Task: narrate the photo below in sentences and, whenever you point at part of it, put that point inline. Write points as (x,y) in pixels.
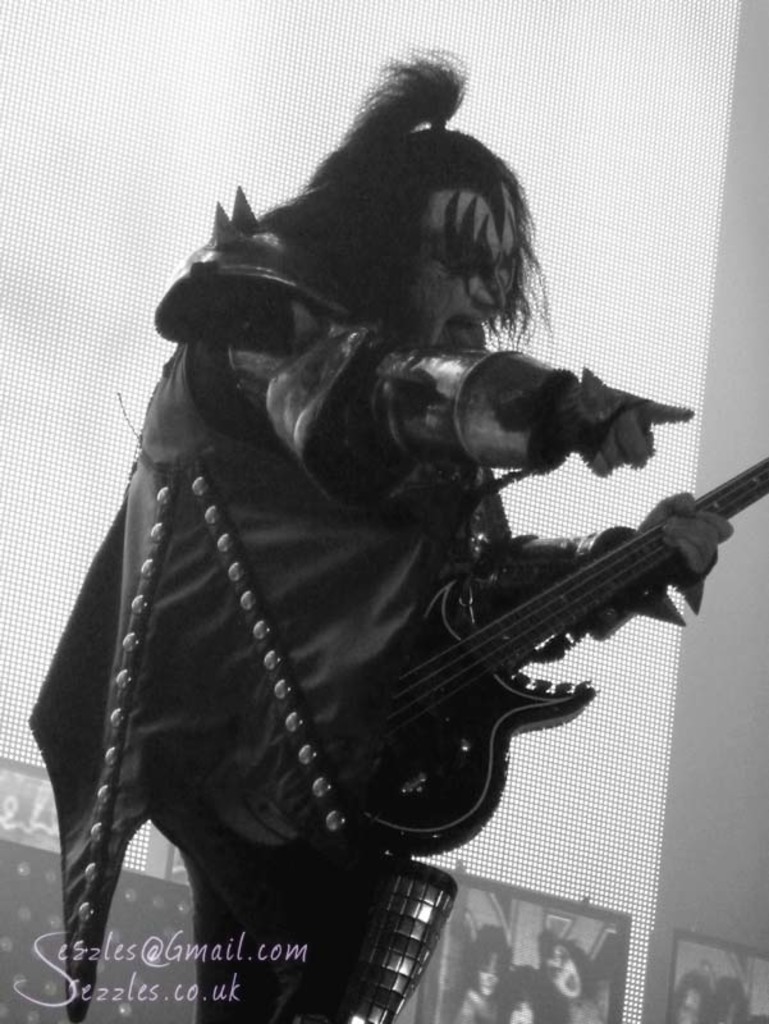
In this image there is a person (389,955) standing and playing a guitar (765,492), and at the back ground (292,79) there is a screen (136,254).
